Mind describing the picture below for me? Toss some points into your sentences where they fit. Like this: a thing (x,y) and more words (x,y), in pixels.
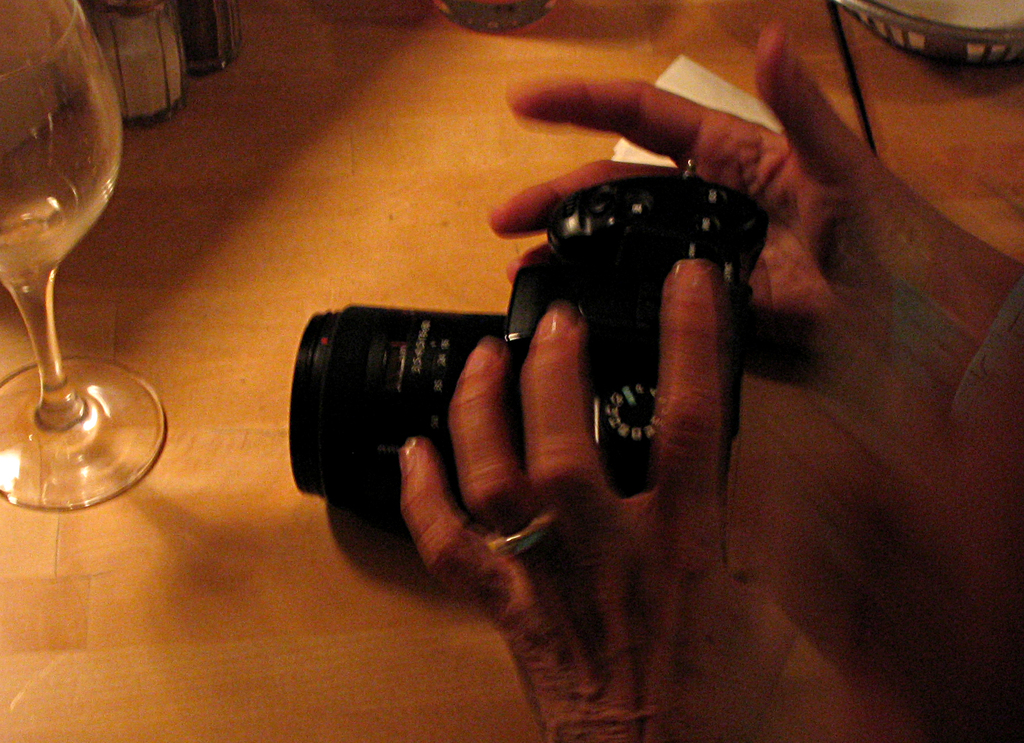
In the image we can see the human hands (577,671) holding a camera (449,328). Here we can see the wooden surface (129,601), wine glass (24,141) and cable wire (867,125).
